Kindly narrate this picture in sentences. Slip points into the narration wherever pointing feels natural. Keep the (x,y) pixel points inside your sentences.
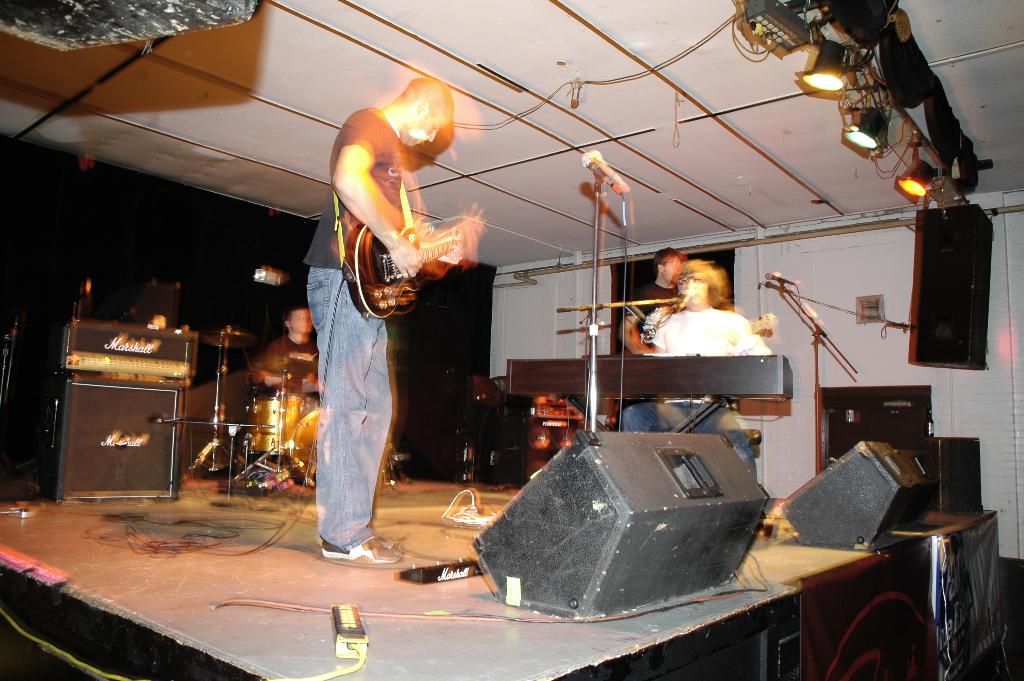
In this image there are group of musicians (351,341) on the stage (378,587). In the front (370,281) the man (328,473) is holding a guitar (383,292) in his hand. At the right side (696,323) man (712,325) is sitting on the chair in front of the musical instrument (672,367). In the background (668,290) the man (656,287) with a black colour dress (649,289) is standing. On the left side (278,357) in the background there is a man (286,347) sitting in front of the drums (286,413). In the background (187,256) there is a black colour curtain (194,238). On the top (820,65) there are spotlights (825,82). On the stage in the front (739,491) there are speakers (801,490).
